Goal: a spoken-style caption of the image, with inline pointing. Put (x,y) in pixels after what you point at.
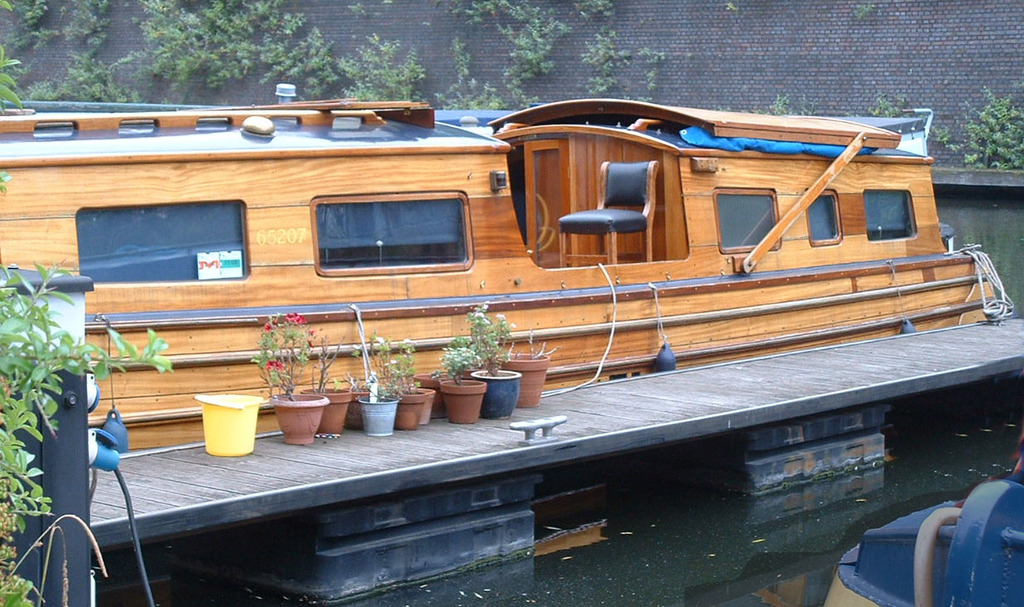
In this picture we can see a boat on the water (638,534), we can see some potted plants (317,424), trees (10,412).
